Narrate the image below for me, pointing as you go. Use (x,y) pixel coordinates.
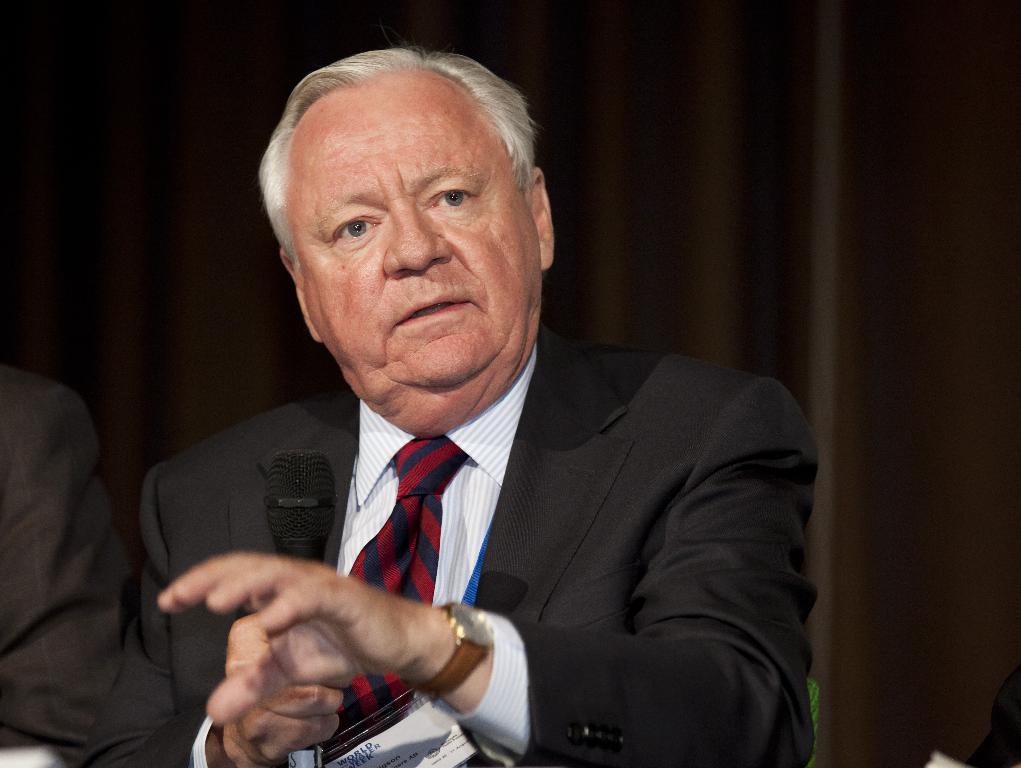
This picture describes about few people (193,514), in the middle of the image (485,505) we can see a man (257,493), he is holding a microphone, and he wore a black color suit (654,480).
